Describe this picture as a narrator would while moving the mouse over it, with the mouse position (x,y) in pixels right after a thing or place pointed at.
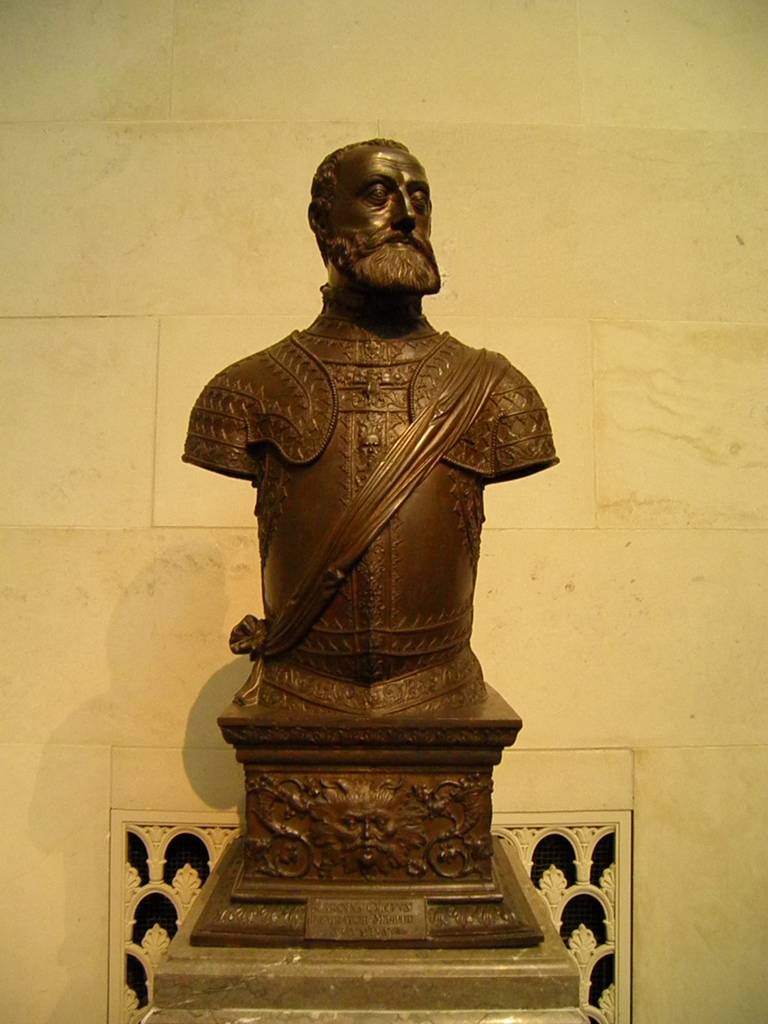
In this picture I can see the statue (356,412) of a person (395,417) which is made from the steel (404,444) or iron (377,513). In the back (648,339) I can see the wall (694,428).
